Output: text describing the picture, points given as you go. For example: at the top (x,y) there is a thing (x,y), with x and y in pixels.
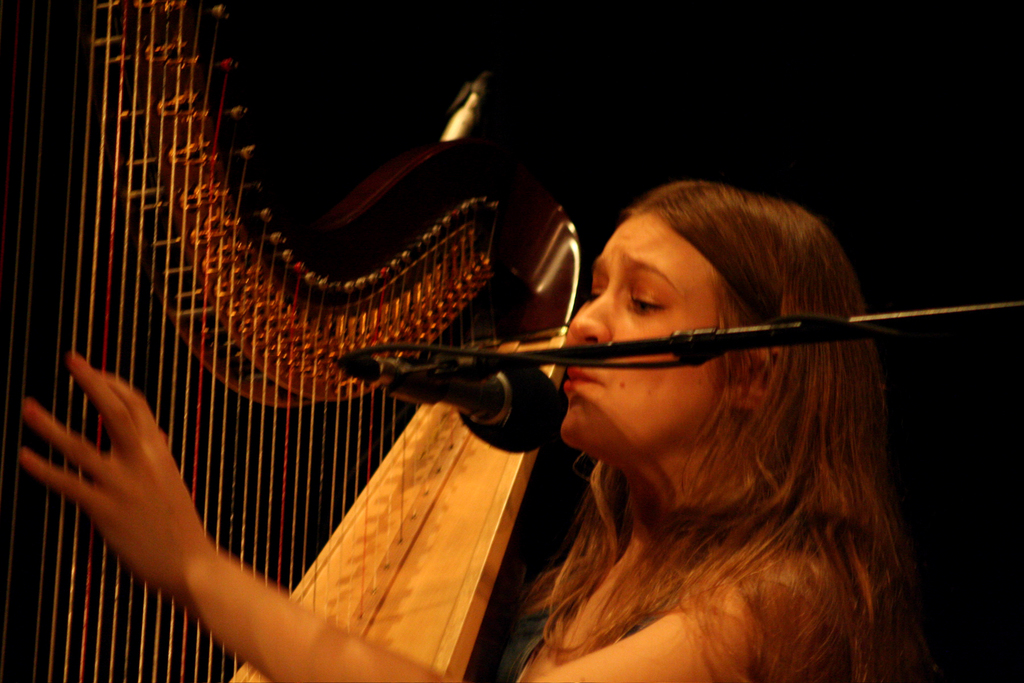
In the picture we can see a woman (751,619) singing a song into the microphone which is in the stand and playing a musical instrument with her hand (140,518).
